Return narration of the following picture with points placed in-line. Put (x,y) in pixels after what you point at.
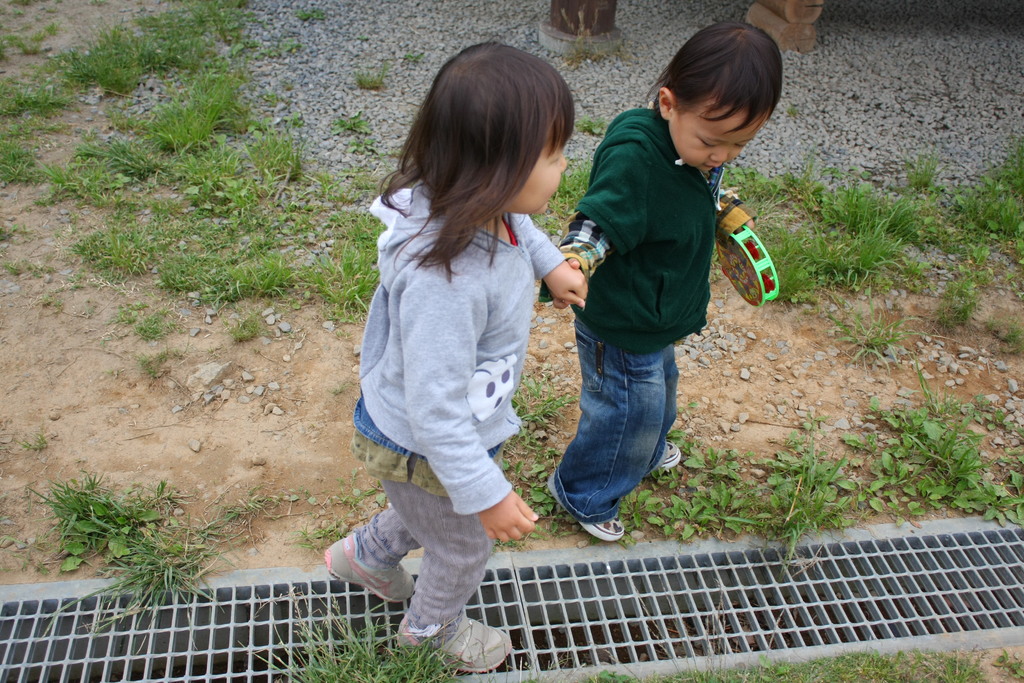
This picture shows a boy (635,309) and a girl (489,498) walking. Boy (702,256) holding hand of a girl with one hand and a toy (737,288) with his another hand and we see grass (274,242) and stones (622,51) on the ground (264,276).
